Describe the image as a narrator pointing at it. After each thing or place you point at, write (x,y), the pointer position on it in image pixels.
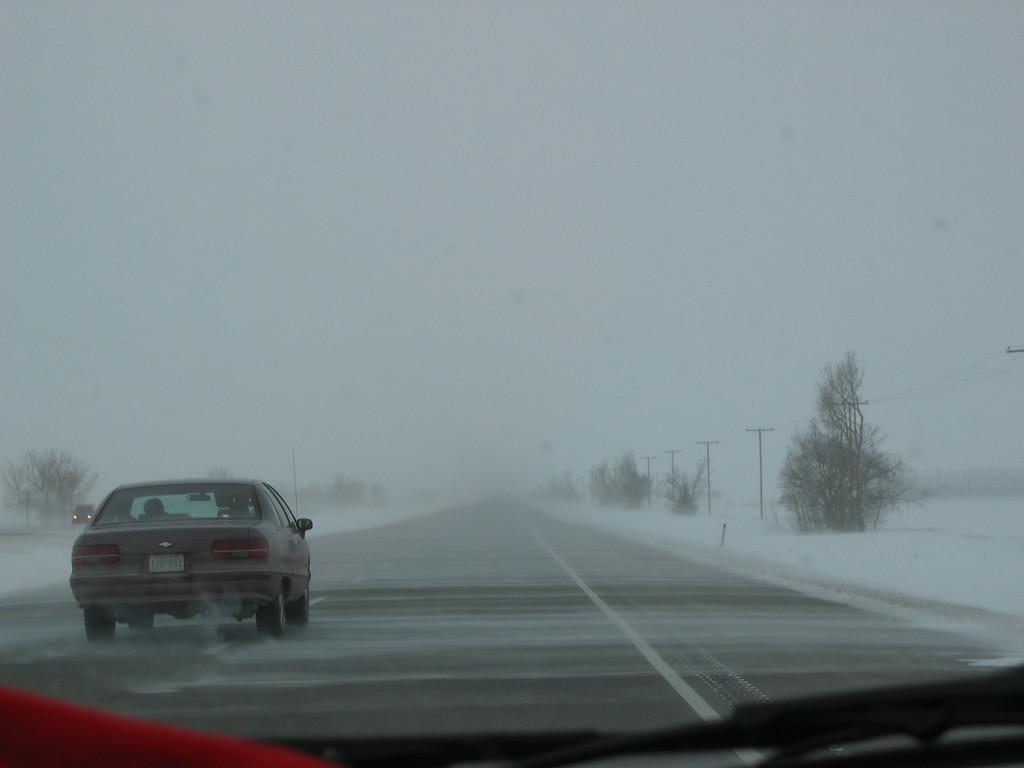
Vehicle (146,521) is on the road (476,582). Here we trees (74,471) and current poles (761,446). This is snow (948,557).
